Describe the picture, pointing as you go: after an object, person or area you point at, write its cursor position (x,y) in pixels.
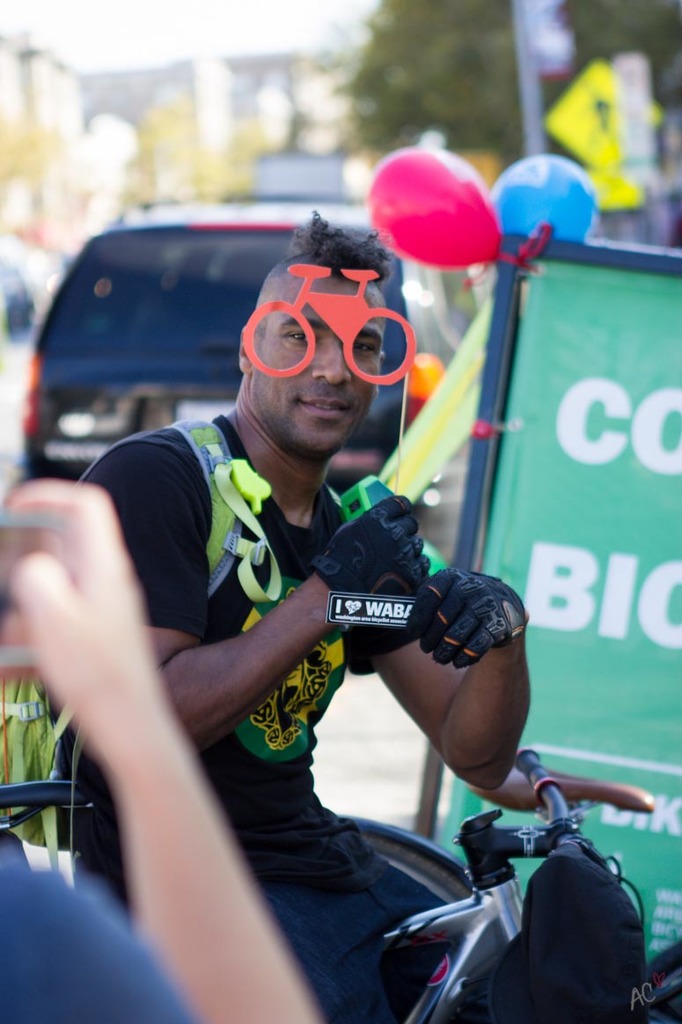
In this picture there is a man (105,846) who is sitting on a bicycle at the center of the image (344,398) and there is a bicycle cutout (274,305) on his face (275,395) and the man (335,395) is holding a tag (335,611) in his left hand (453,619) and there is a car (258,249) behind the man (136,440).
